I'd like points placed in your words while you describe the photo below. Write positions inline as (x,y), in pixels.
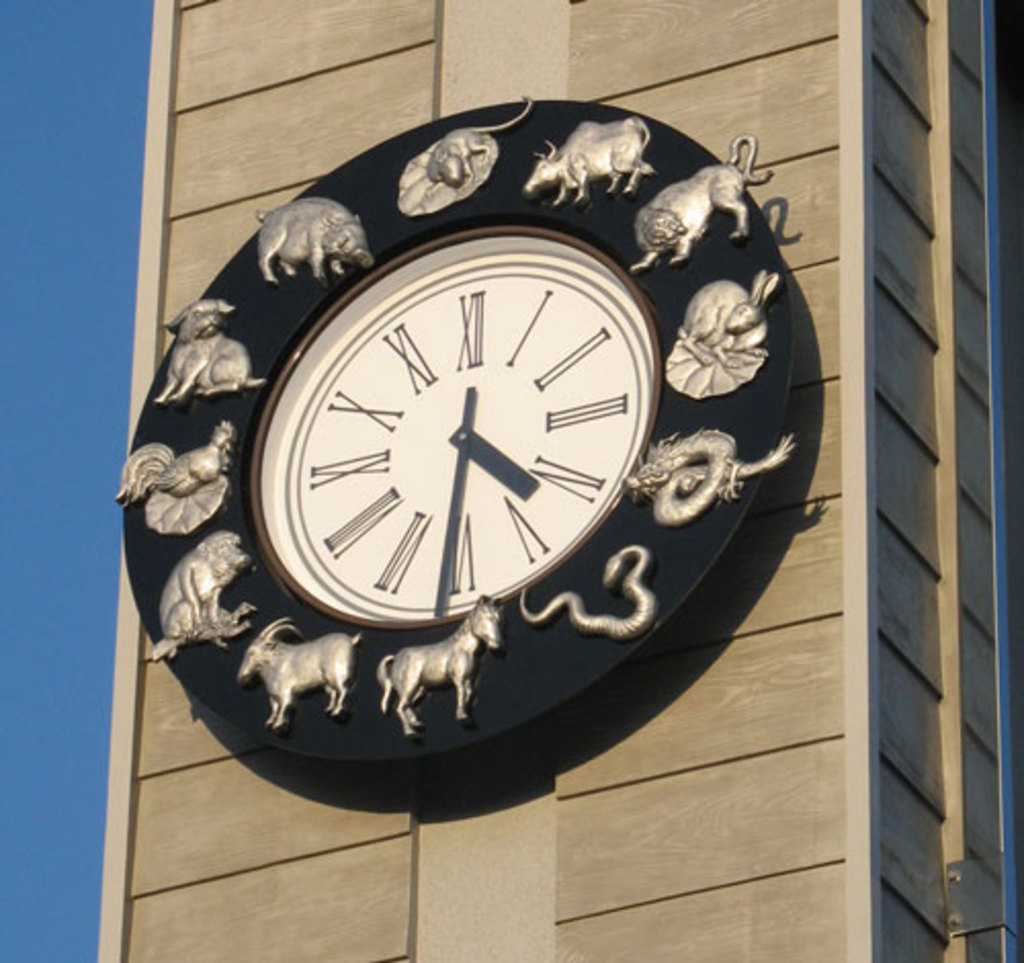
In the center of the image (582,543), we can see a clock (565,495) on the tower (792,712) and in the background (72,170), there is a sky (73,189).
